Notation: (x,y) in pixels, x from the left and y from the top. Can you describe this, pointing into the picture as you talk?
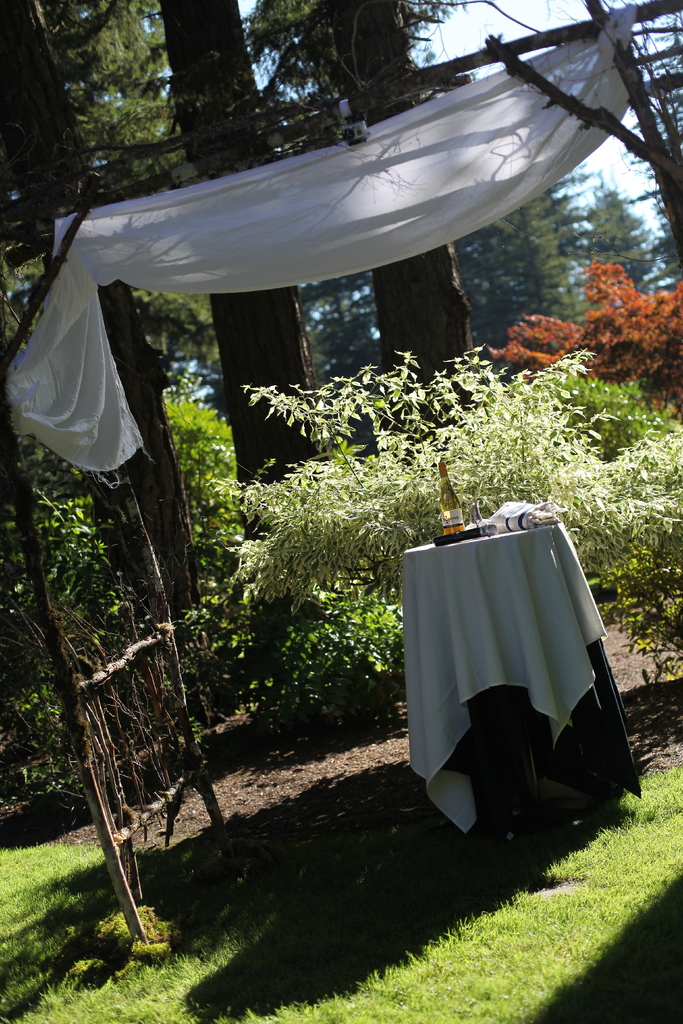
In this image in the center (408,642) there is a table (509,669) which is covered with a white colour cloth (512,611). On the table (498,564) there is bottle (461,521) and there is an object (512,525) which is white in colour and there is a tent (299,178) which is white in colour and there are plants (343,390) in the background (264,400), there are trees (441,336) in the front (299,963) on the ground (502,981) there is grass (566,945).
